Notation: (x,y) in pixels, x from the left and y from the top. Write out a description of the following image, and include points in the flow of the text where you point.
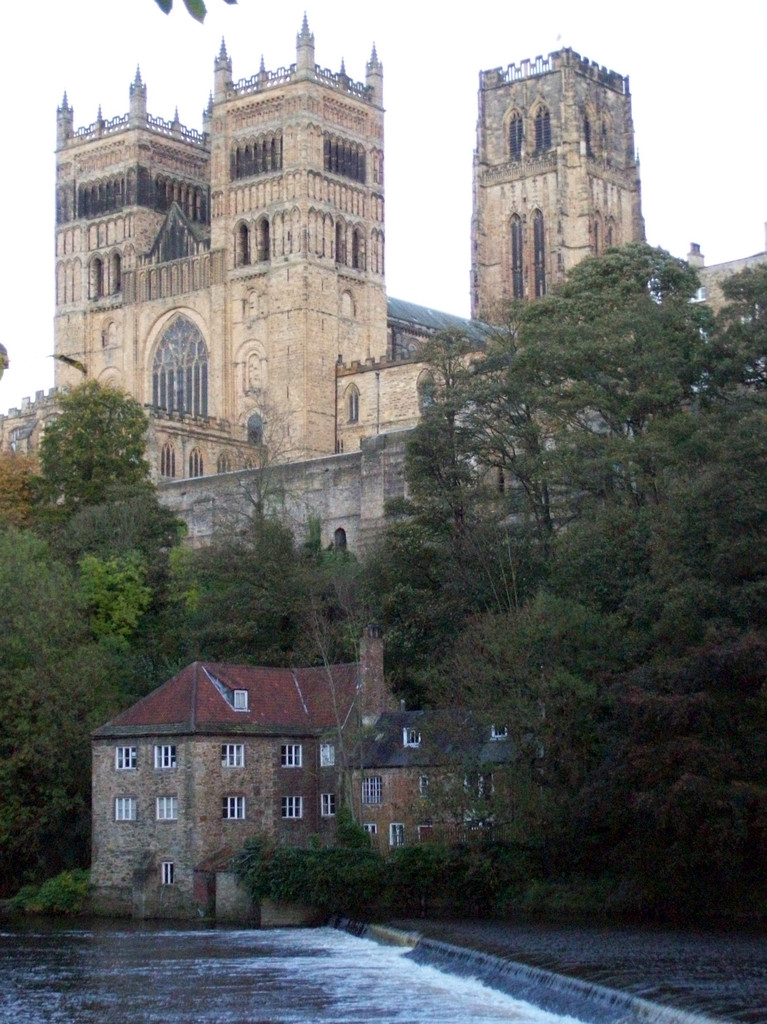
In this picture, it is called as a "Durham Cathedral" (253,417). In front of durham cathedral (286,188), there are buildings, trees (150,614) and water (188,986). At the top of the image (5,336), there is the sky (5,336).
